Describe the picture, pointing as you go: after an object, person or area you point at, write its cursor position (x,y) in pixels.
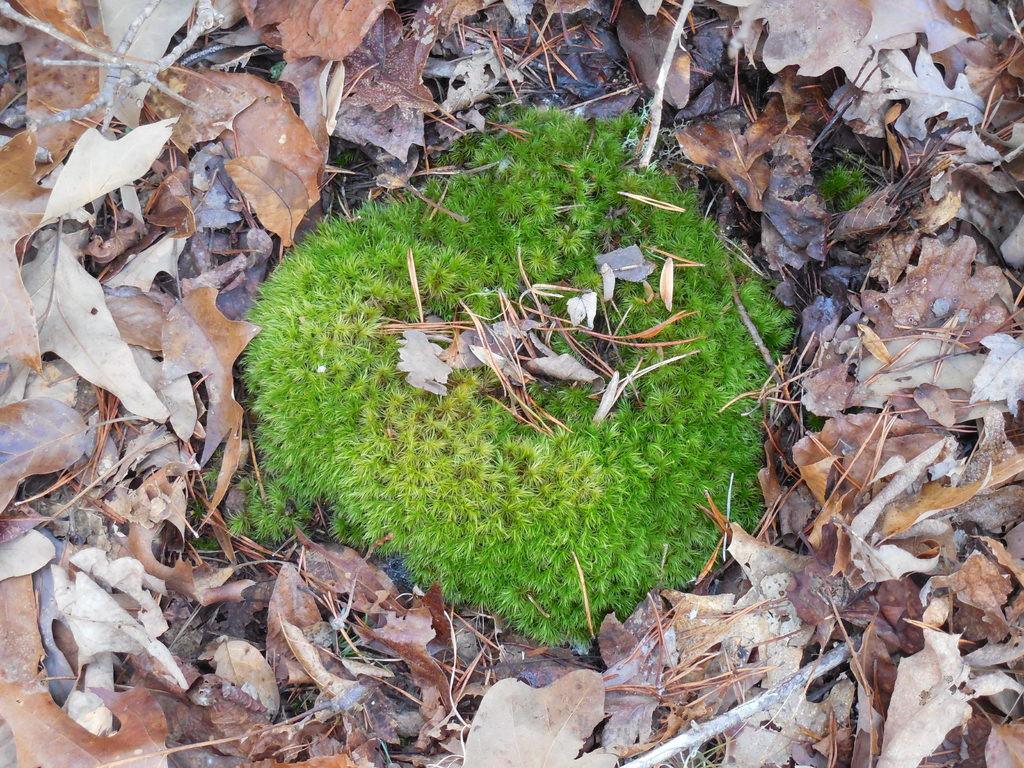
In this picture we can see grass (581,515) and dried leaves (322,687) on the ground (483,577).
